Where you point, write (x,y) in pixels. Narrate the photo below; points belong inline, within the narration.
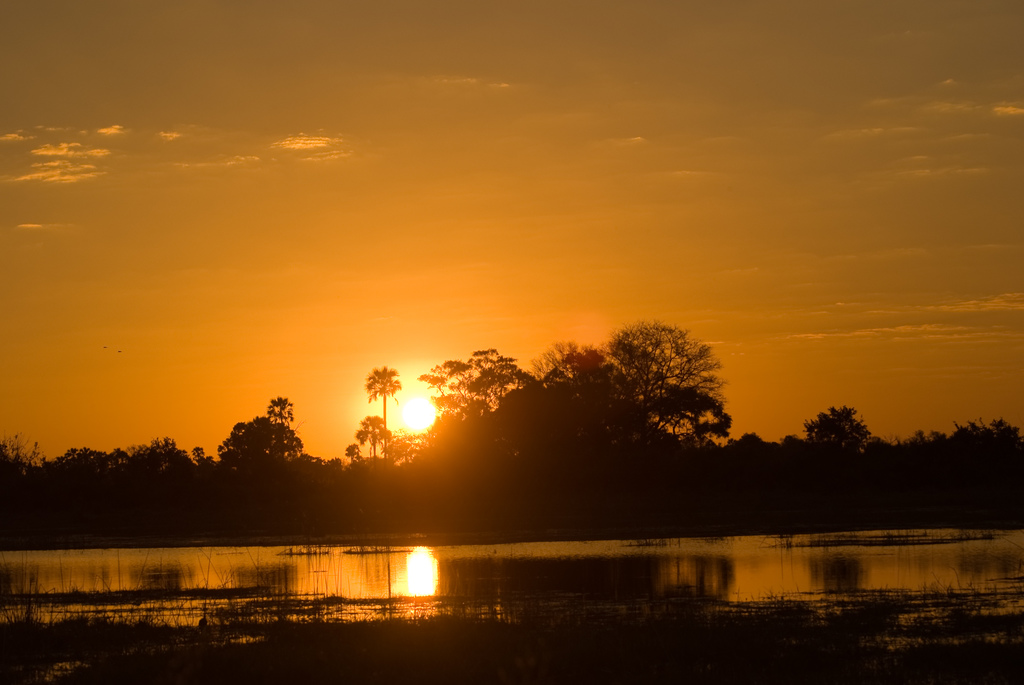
In this image there is a water surface (673,591), in the background (644,490) there are trees (596,456) and the sky (821,113) and the sun (419,410).
